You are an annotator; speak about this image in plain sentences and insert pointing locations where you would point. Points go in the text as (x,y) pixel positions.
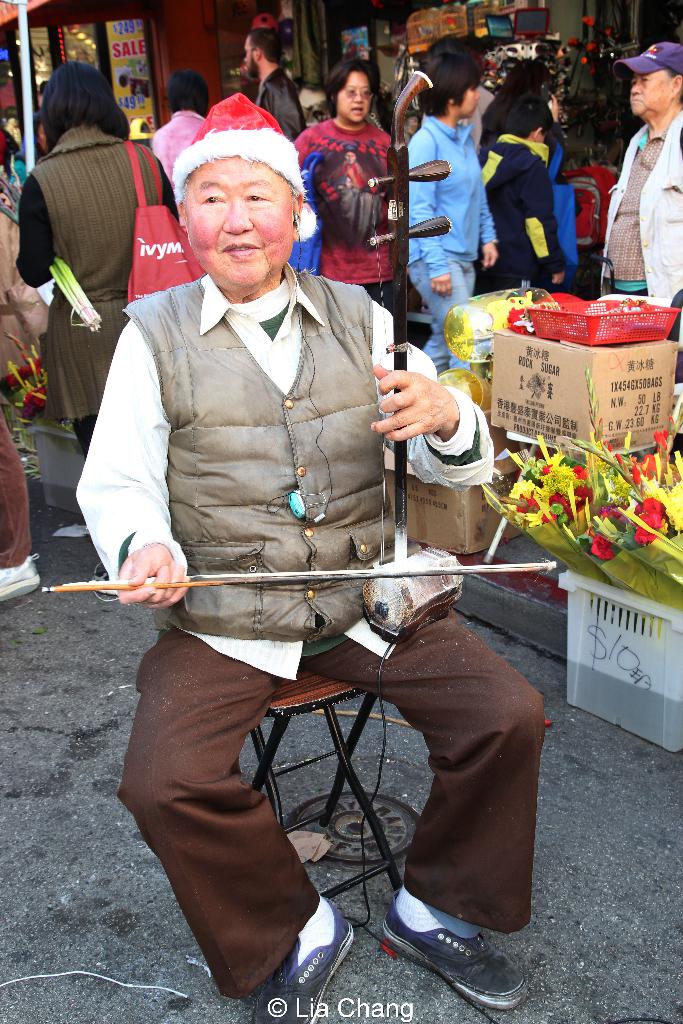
In the background (131,55) we can see a board (140,39), lights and few objects (579,50). In this picture we can see the people (342,214) and a white pole (24,91). We can see flower bouquets (672,575), boxes (659,412), containers (652,320). This picture is mainly highlighted with a person (416,670) sitting on a chair (290,702), holding a musical instrument (401,329) and smiling. At the bottom portion of the picture (441,1000) we can see the floor (332,993).
